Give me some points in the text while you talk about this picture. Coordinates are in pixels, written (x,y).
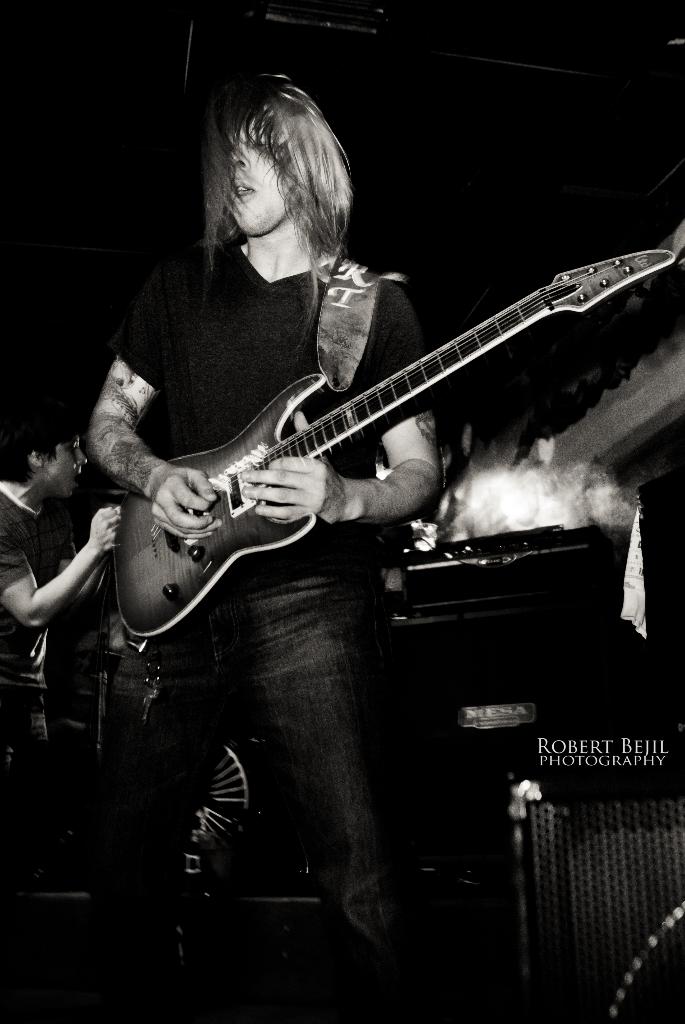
In this image I can see a man (244,314) is standing and I can see he is holding a guitar (150,566). In the background (41,458) I can see one more person (99,538), a speaker (458,723) and here I can see something is written. I can also see this image is black and white in colour.
